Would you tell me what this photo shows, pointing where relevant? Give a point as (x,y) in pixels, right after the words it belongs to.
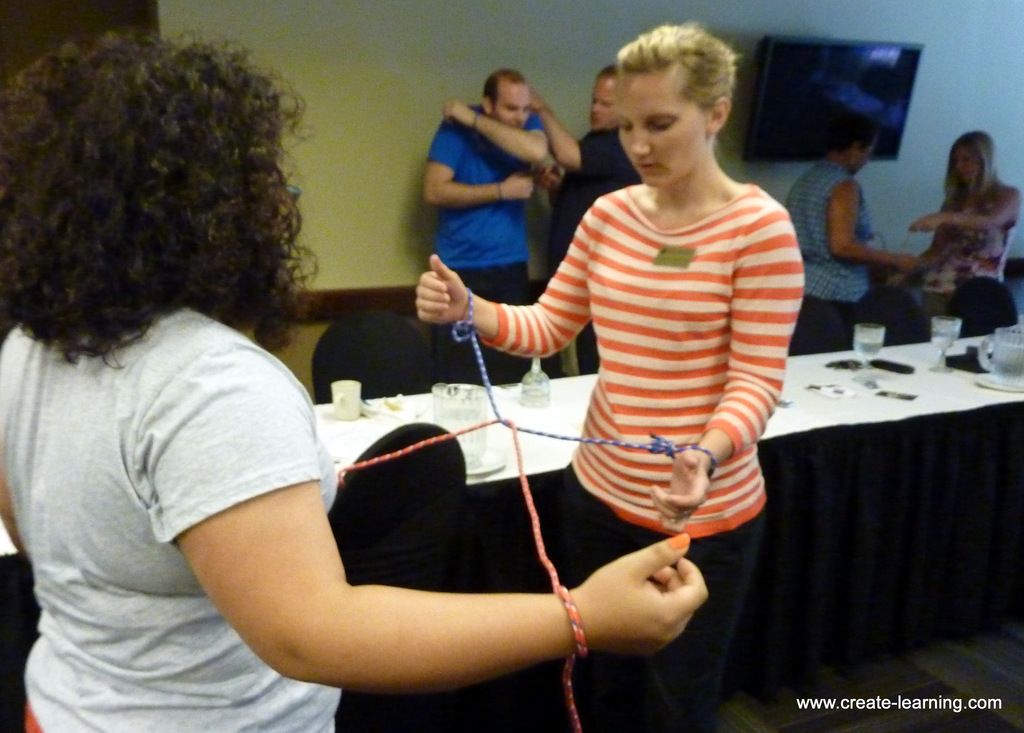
In this picture we can see a group of people (259,658), here we can see a table (875,642), glasses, cups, chairs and some objects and in the background (989,63) we can see a wall (974,63), television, in the bottom right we can see some text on it.
